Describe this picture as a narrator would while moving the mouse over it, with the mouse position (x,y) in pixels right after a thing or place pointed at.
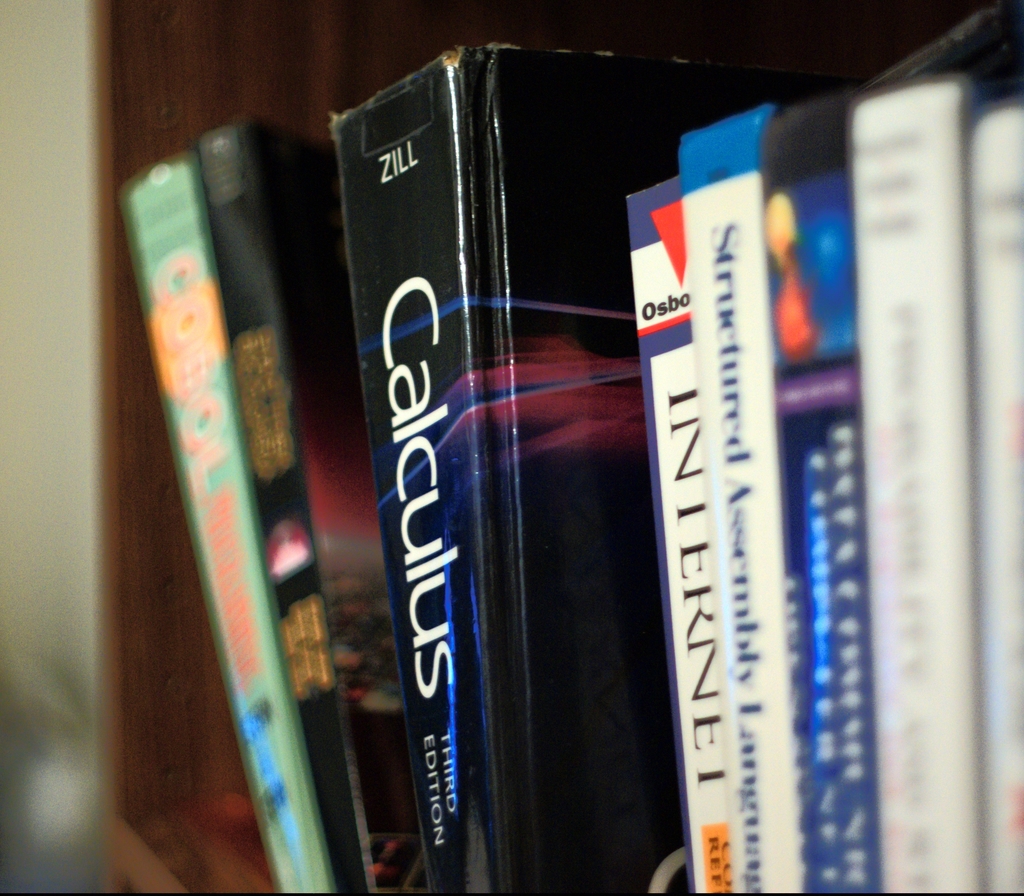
In this image we can see books (189,323) in a bookshelf (197,27).
